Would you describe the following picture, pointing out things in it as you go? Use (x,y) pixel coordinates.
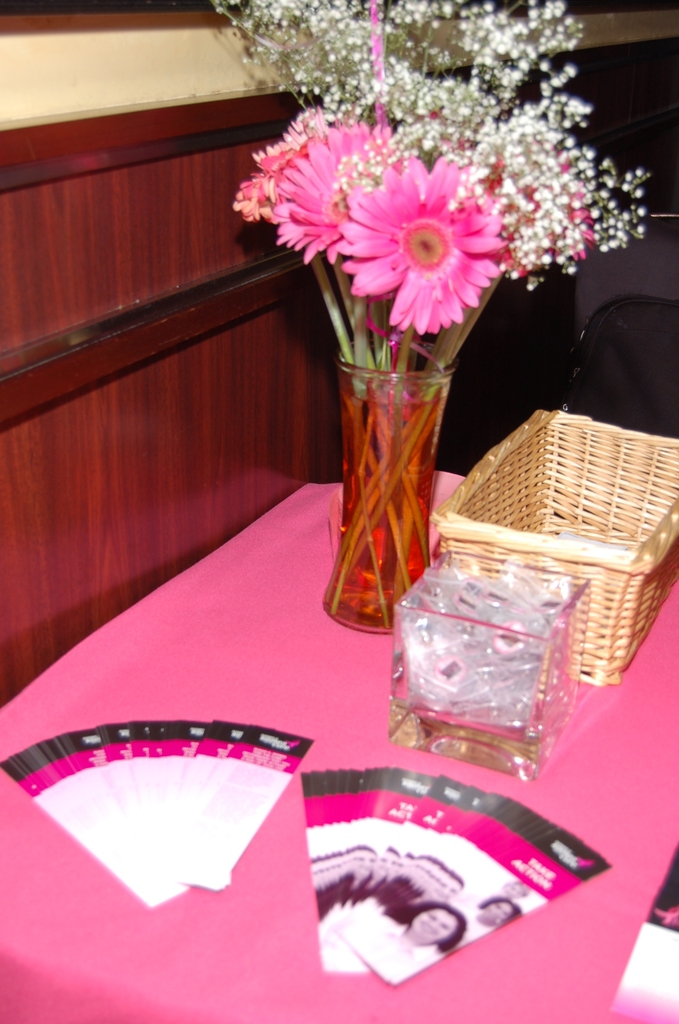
In the image I can see the table (281,797). At the top of the table (649,671) I can see flower bouquet (371,13) and some other objects (334,861).
